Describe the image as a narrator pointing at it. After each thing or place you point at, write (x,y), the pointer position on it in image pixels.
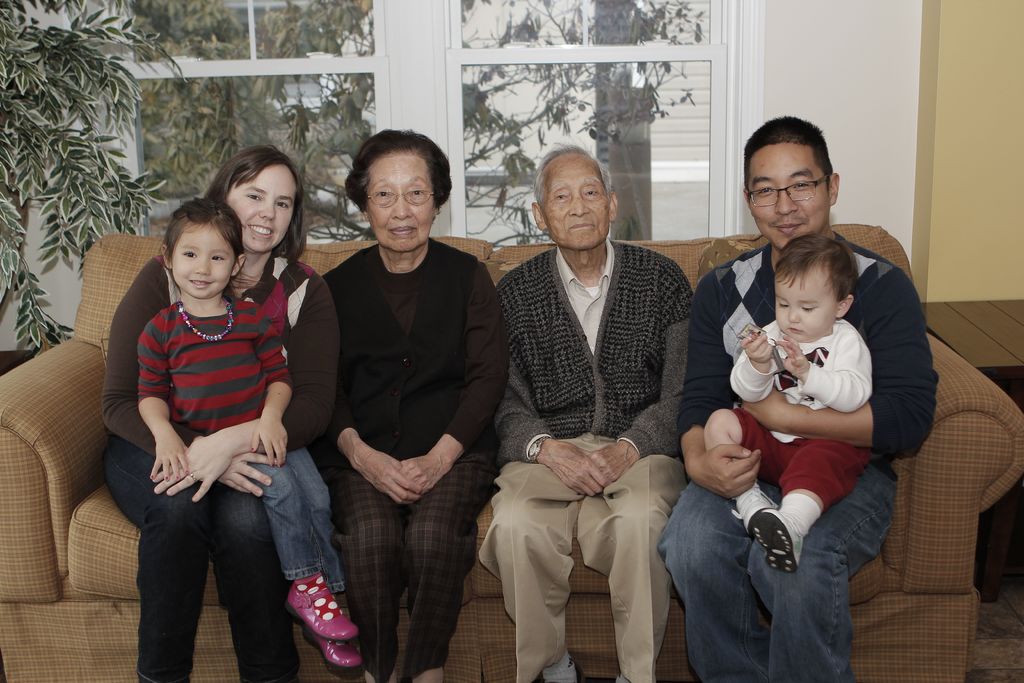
4 Persons (587,522) are sitting on the sofa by holding the 2 kids (287,509) in their laps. Behind them there are glass windows (540,67). Outside there are trees (472,137) in this image.
